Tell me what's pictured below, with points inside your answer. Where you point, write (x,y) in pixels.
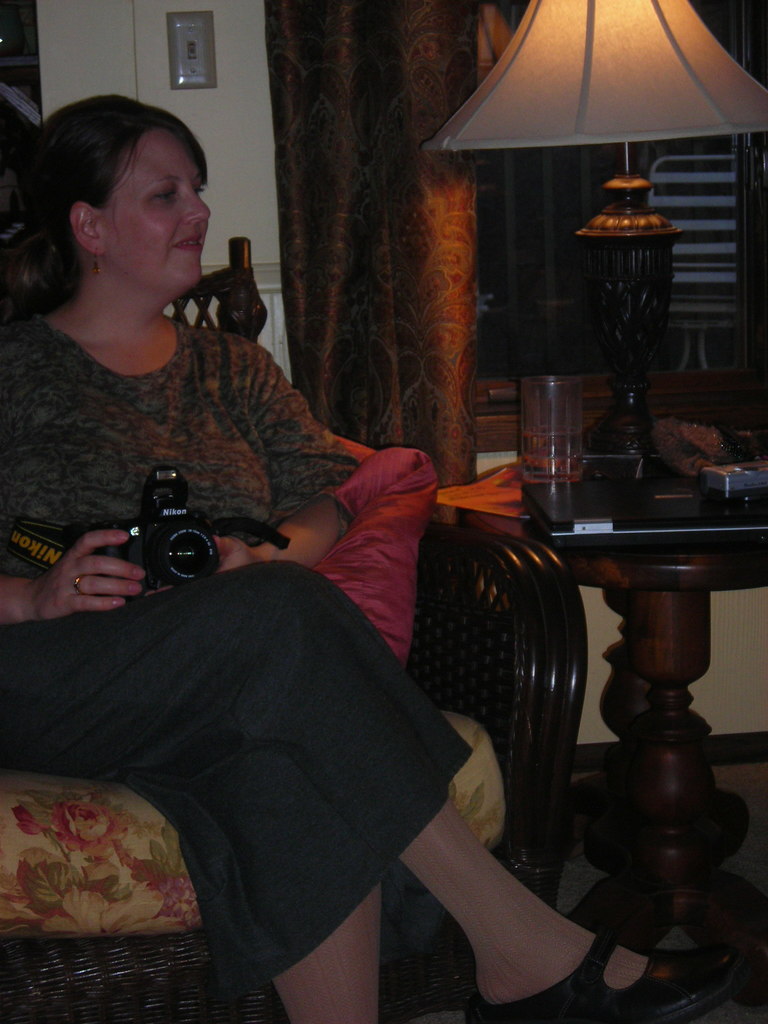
Lady (388,693) holding a camera (164,569) in her hand (114,560). She sat on a sofa (80,896). To the right corner (675,557) there is a table (643,561). On that table (640,558) there is a laptop (647,505), and a lamp (648,212) and a glass (549,442) on it. In the background (607,398) there is window (596,407) and a curtain (340,179).
